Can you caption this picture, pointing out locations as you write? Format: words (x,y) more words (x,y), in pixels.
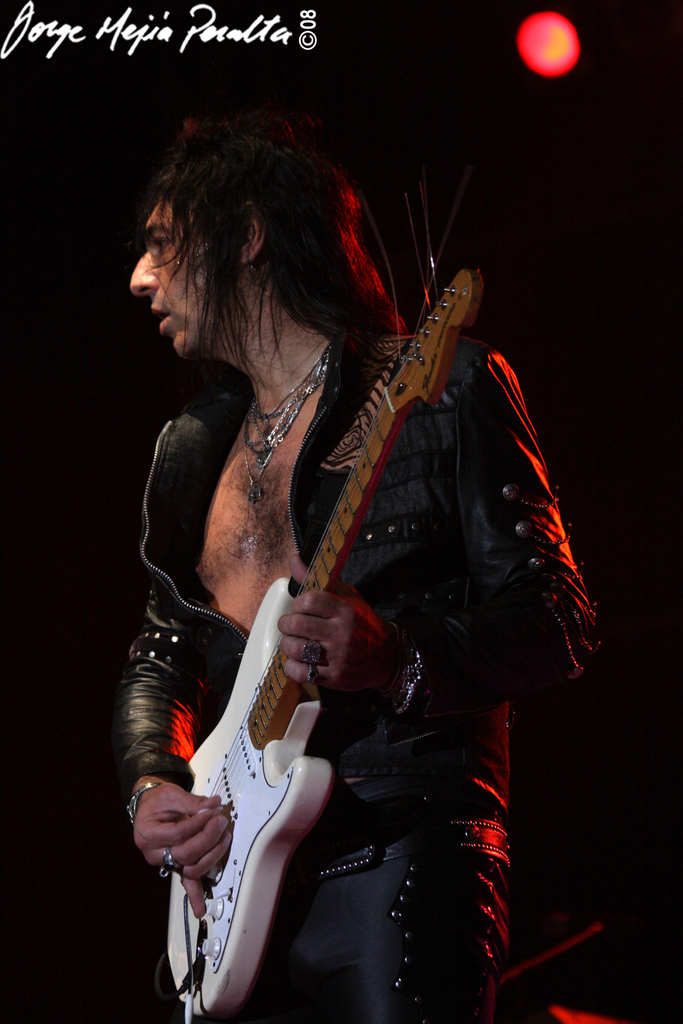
In the middle of the picture (243,503) there is man (260,201), who is playing guitar (225,763). He is wearing a black jacket (471,645), black pant (415,903). He is wearing chains (266,461), rings (166,858) in his fingers (323,624). The background (166,879) is dark. There is a red light (548,48) in the background (549,48). In the left top corner (204,21) there is written something.
